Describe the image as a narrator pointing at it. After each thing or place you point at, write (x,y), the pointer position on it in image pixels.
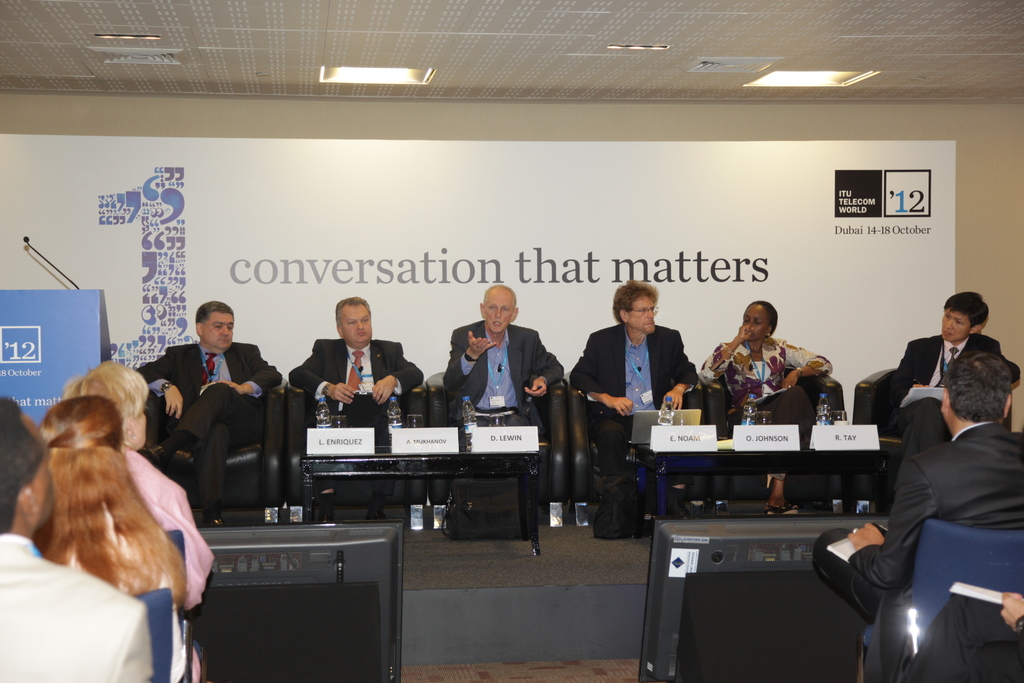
Here we can see these people (155,370) sitting in front of these people (137,477). The man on the center (539,344) is talking. In the background (748,280) we can see a hoarding (403,249).
